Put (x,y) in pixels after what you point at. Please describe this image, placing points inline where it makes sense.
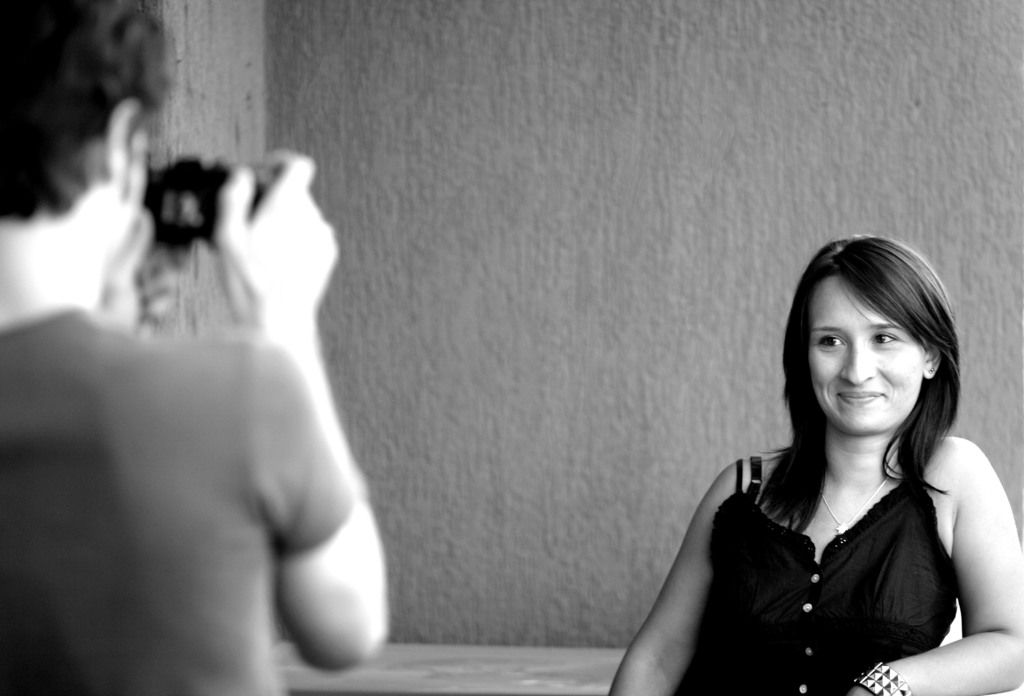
This is a black and white image. In this image we can see a man (208,458) and a woman (703,519). In that a man (316,604) is holding a camera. On the backside (521,359) we can see a wall (489,354).
